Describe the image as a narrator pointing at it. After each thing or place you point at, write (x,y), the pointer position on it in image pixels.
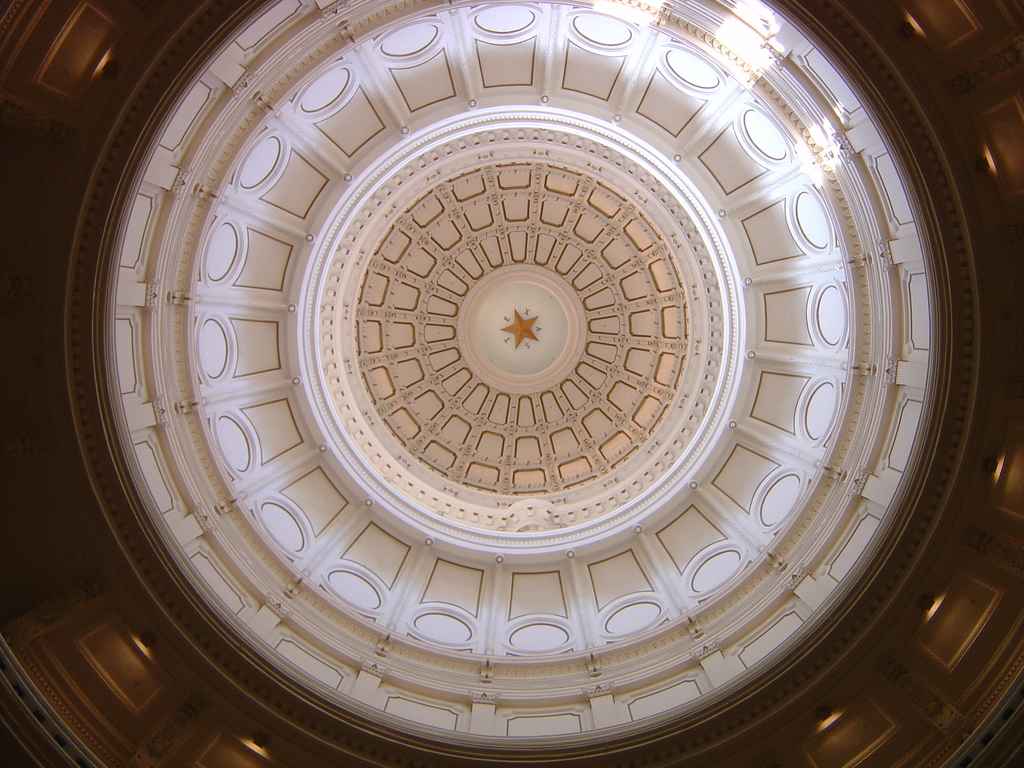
In this image we can see a lights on the ceiling (415,457) and there is a designed roof (579,243).
